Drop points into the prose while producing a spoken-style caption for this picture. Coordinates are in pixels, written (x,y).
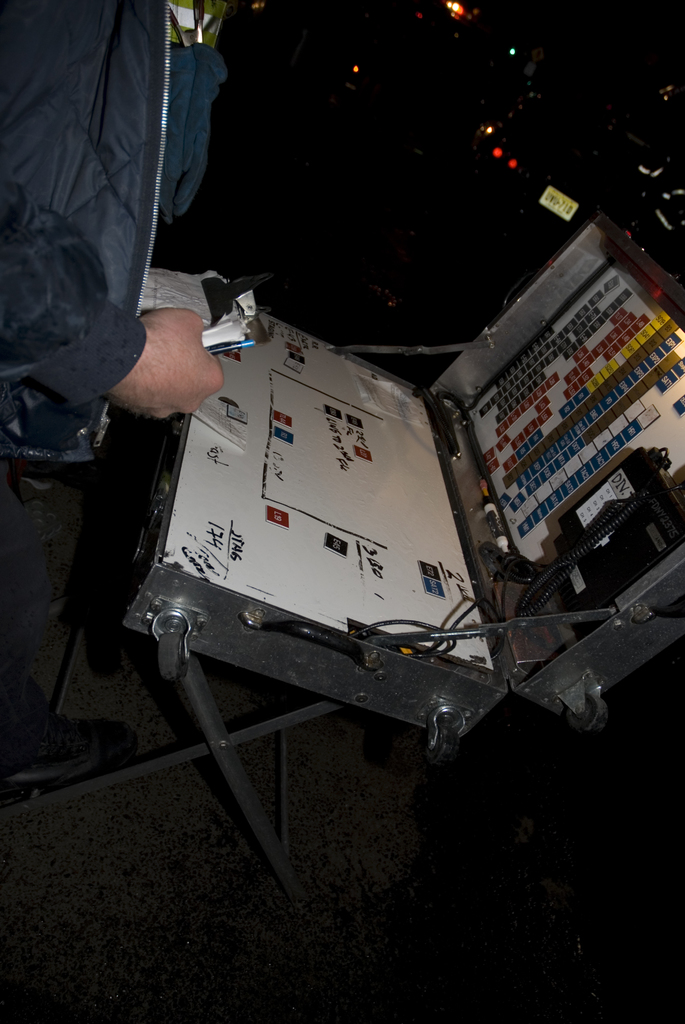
In this picture we can see a person (78,337), in front of the person (129,196) we can see a box (417,598), in the background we can see few lights (453,15).
